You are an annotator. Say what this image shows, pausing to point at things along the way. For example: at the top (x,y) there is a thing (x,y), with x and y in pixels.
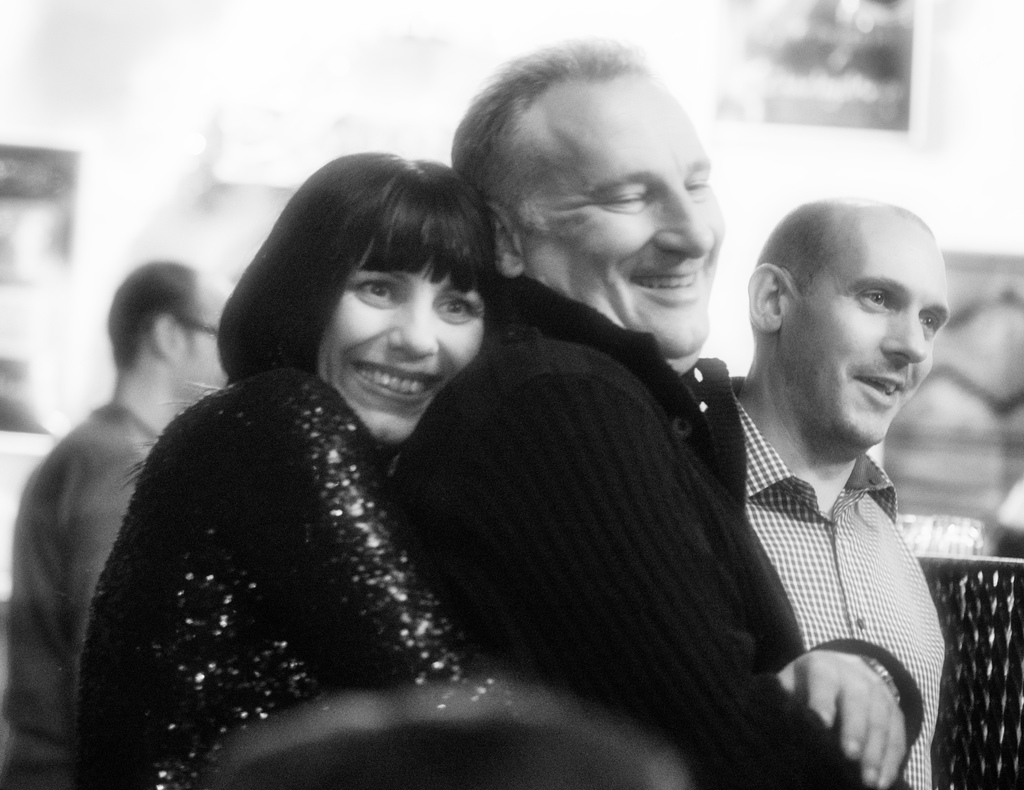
In the picture I can see a man (664,277) in the middle of the image (608,458) is wearing a black color jacket (603,445) and there is a smile (656,277) on his face (657,296). There is a woman (234,438) on the left side (205,481) is hugging a man (681,425) on the right side (724,610) and she is smiling as well. There is another man (868,482) on the right side (852,567) and looks like he is speaking. I can see a man (166,422) on the left side (75,551).
